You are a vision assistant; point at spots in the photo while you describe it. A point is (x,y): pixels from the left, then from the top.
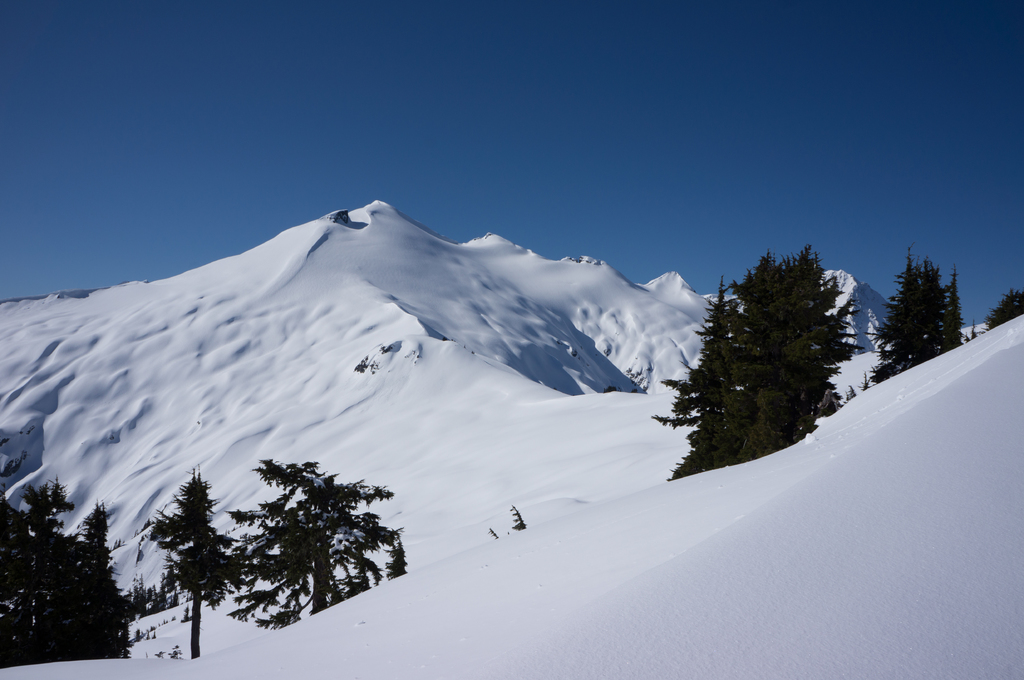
In this image I can see few trees (741,405) in green color. Background (120,480) I can see snow (387,305) in white color and sky (314,122) in blue color.
